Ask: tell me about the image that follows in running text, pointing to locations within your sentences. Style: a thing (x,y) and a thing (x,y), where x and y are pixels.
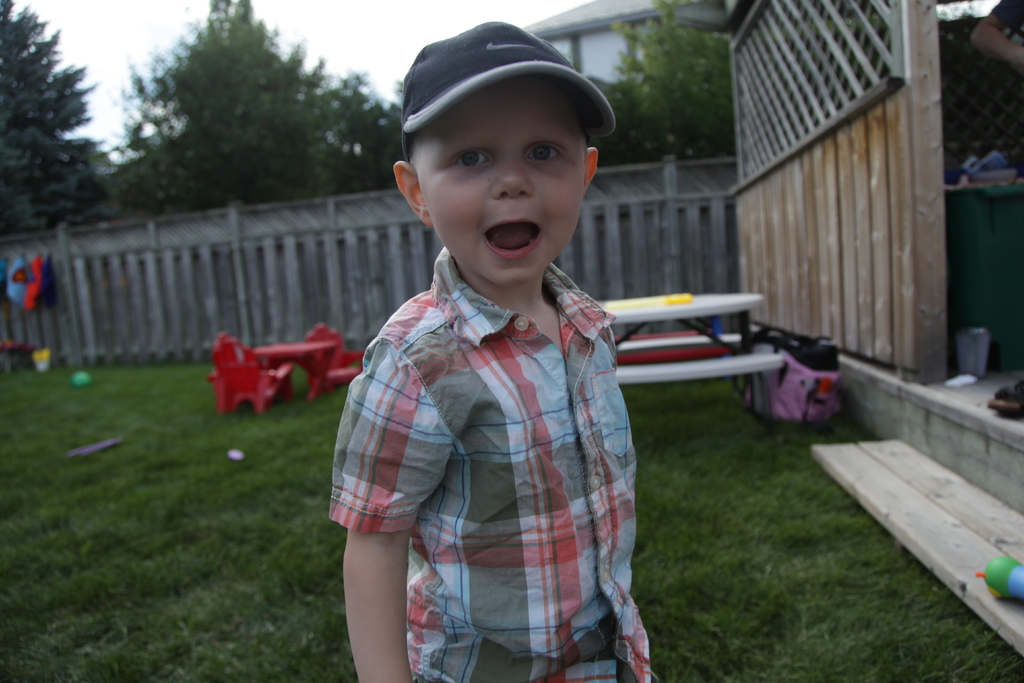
In this picture we can see a boy (501,551) and in the background (87,132) we can see a fence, grass (719,429), building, trees (145,213), sky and some objects (1017,341).
